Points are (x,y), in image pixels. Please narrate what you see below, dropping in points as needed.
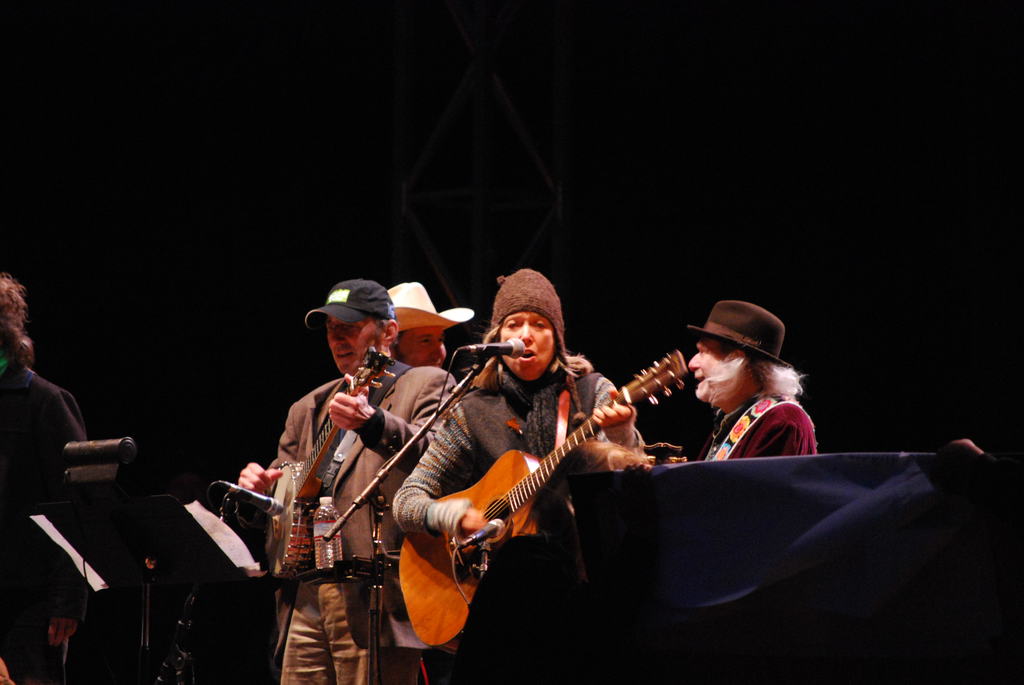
This picture might be taken from a concert or a live performance. In the foreground (421,409) on the picture there are many people (813,438) standing. In the center of the image (568,363) there are four people (354,407) standing. There is a woman (518,385) playing guitar (475,488) and singing. There is a man (408,402) in brown suit (374,450) playing banjo (324,453). In the foreground (495,352) there are microphones (511,348). Background (826,143) is dark. On the left (9,463) there is a man (67,395) standing.
